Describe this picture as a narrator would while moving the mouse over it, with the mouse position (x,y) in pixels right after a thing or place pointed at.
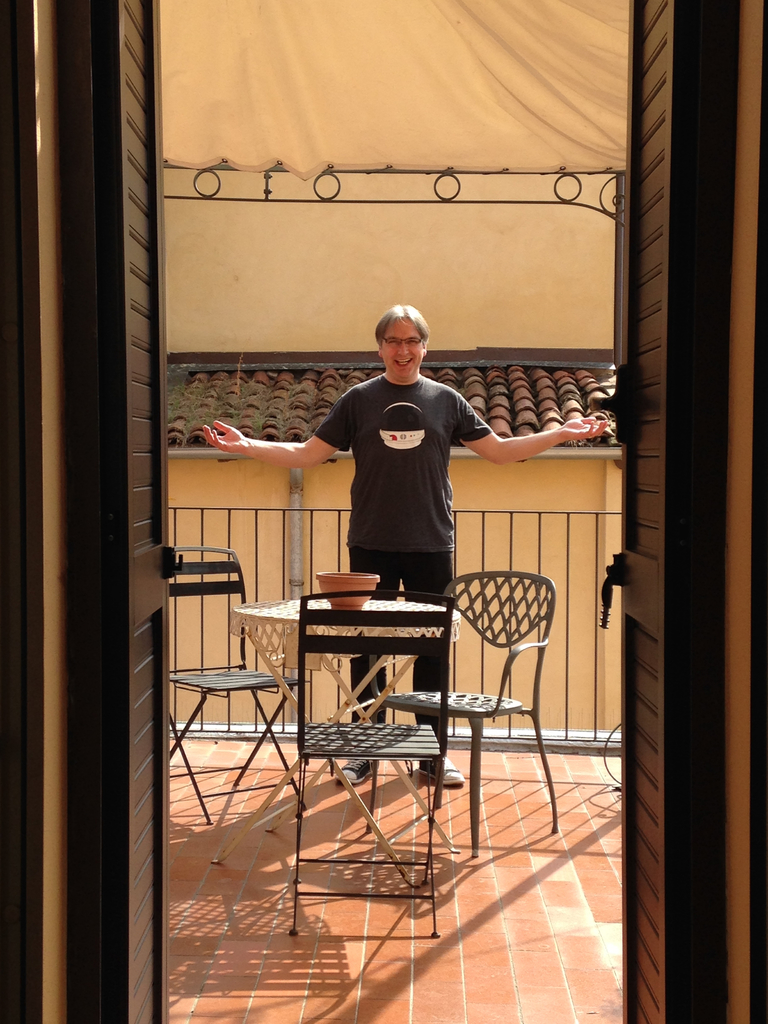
In this picture a man (391,451) is standing, in front of him we can see a bowl (334,580) on the table (293,631) and couple of chairs (351,595).
